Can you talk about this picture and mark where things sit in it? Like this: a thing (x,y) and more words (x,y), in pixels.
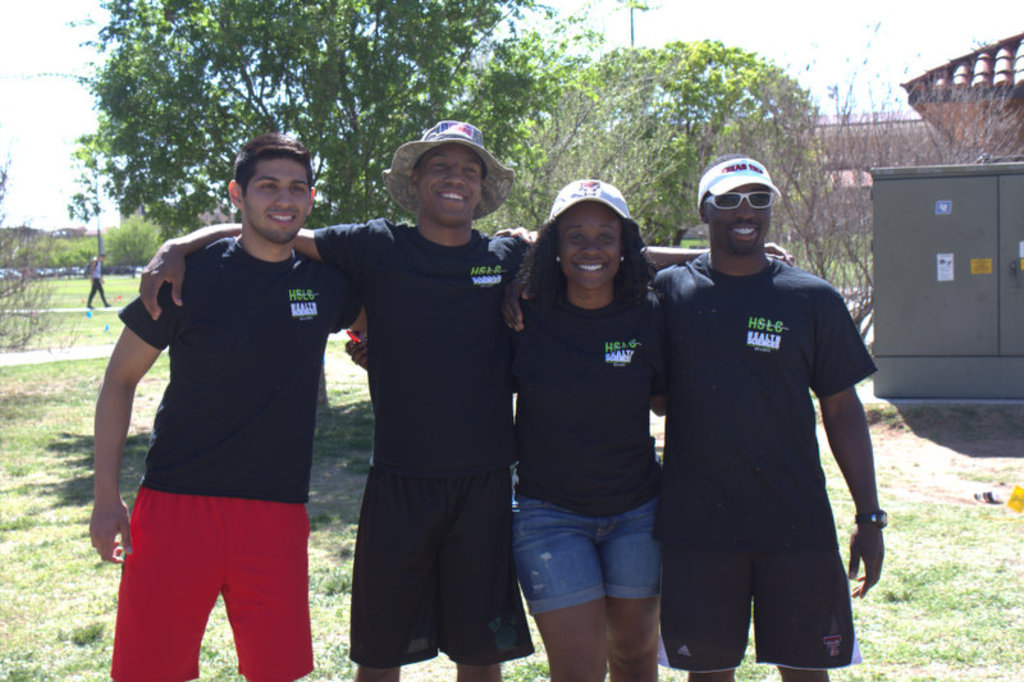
This picture is clicked outside. In the center (394,286) we can see the group of persons (741,306) wearing black color t-shirts (467,337), smiling and standing on the ground (910,543). In the background (842,29) we can see the sky (816,78), trees (193,93), green grass (66,377), a person (97,285) and many other objects (960,179).
